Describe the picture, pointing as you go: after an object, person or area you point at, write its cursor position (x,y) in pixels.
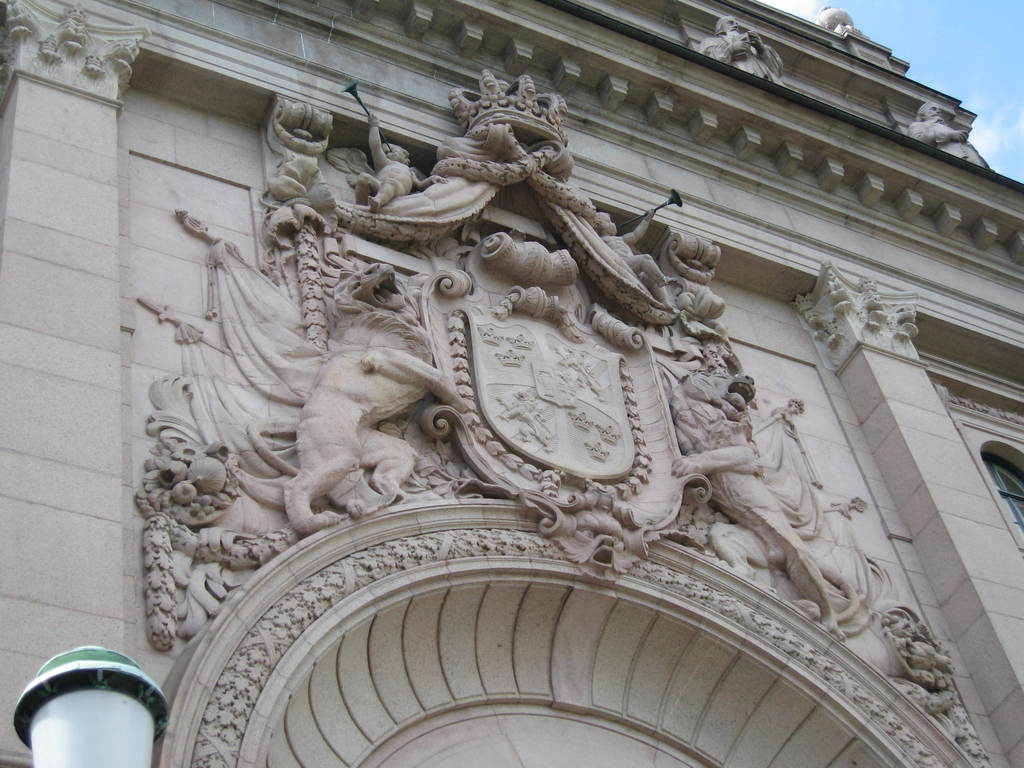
In the middle of this image (478,454), there are sculptures (623,488) of the two babies (405,158) and animals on a wall (3,188) of a building (219,689). On the left side (154,730), there is a light (108,729). On the right side (1001,477), there is a window (1009,496) of the building (974,469). At the top of this image (720,32), there are two statues (732,40) on the wall (701,75) of the building (663,63). In the background (979,113), there are clouds (986,127) in the blue sky (893,20).
